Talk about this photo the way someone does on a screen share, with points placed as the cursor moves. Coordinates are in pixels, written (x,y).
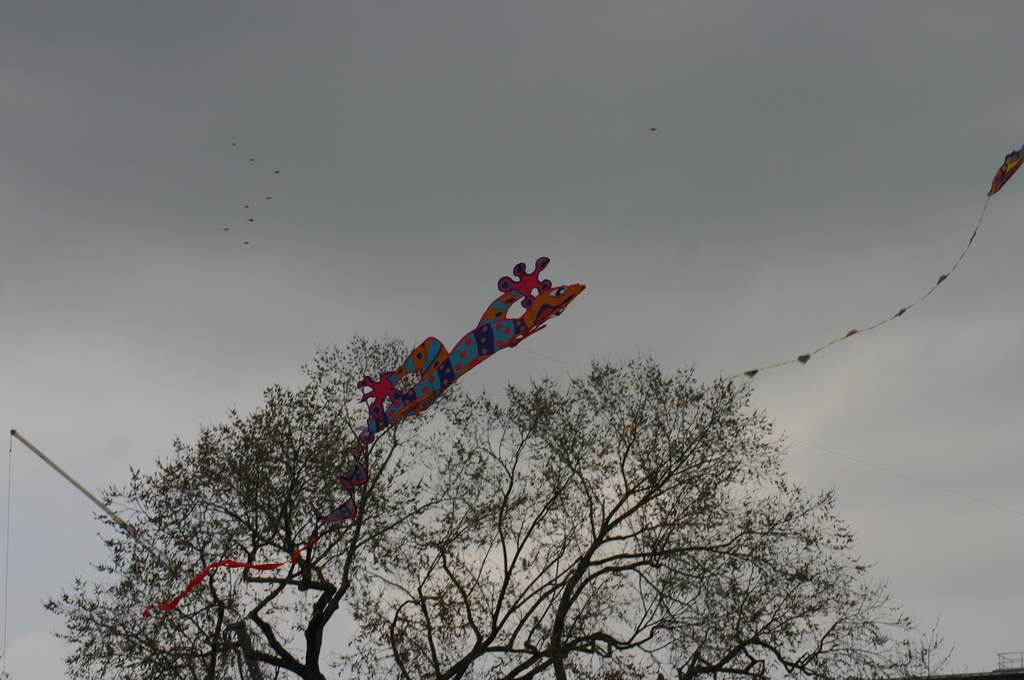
In this image we can see kites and tree (679,386). In the background (636,353) there are birds (652,129) and sky (720,227).
